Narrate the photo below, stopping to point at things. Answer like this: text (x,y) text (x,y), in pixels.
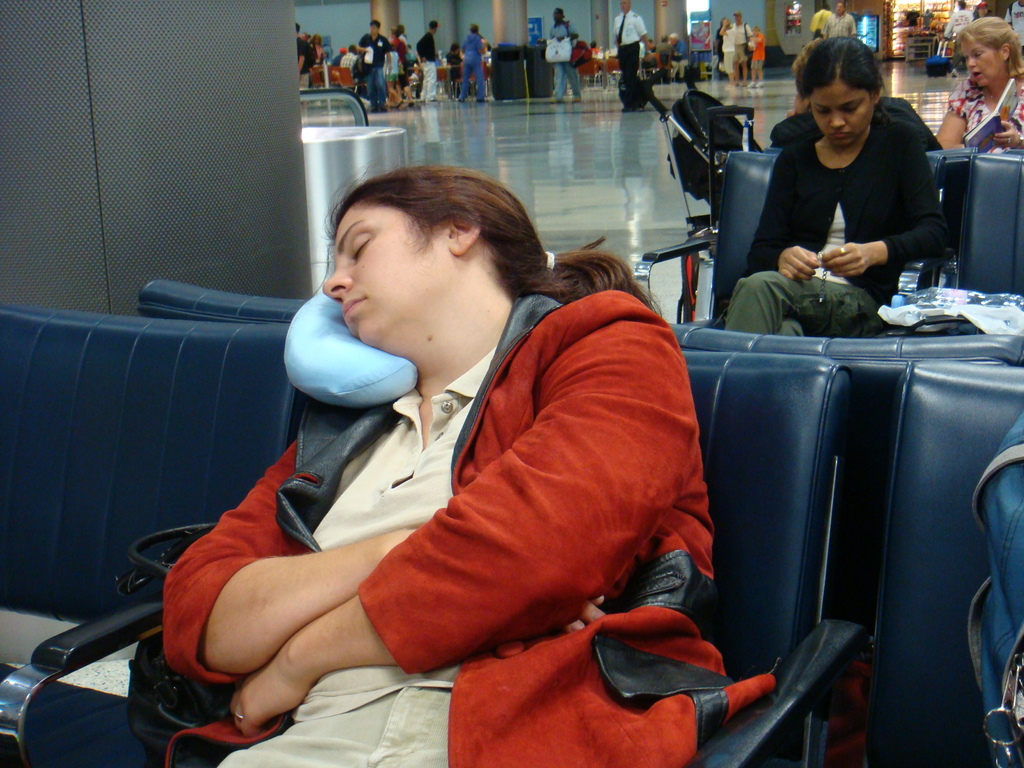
In this image we can see some group of persons (565,407) sitting on the chairs (739,511) and some are sleeping and in the background of the image (381,79) there are some persons (423,79) walking through the floor (790,83), there are some stores (909,44).
